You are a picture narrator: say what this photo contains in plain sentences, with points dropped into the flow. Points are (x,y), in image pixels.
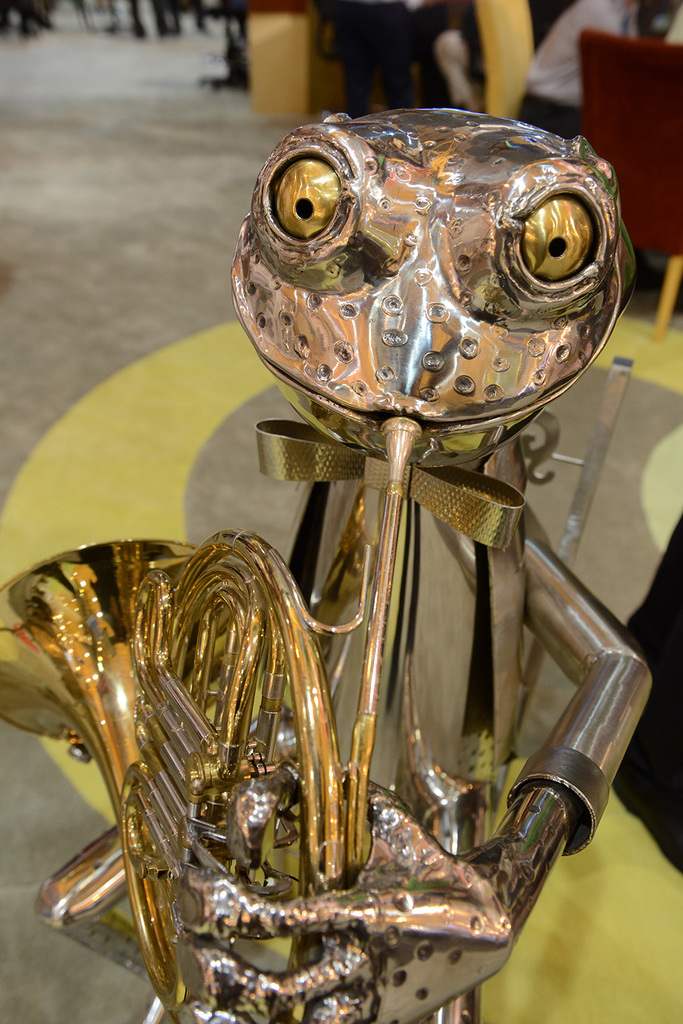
In this picture we can see a metal toy (386,665), in the background (556,69) we can find few people (566,93) are seated on the chairs (597,107).
